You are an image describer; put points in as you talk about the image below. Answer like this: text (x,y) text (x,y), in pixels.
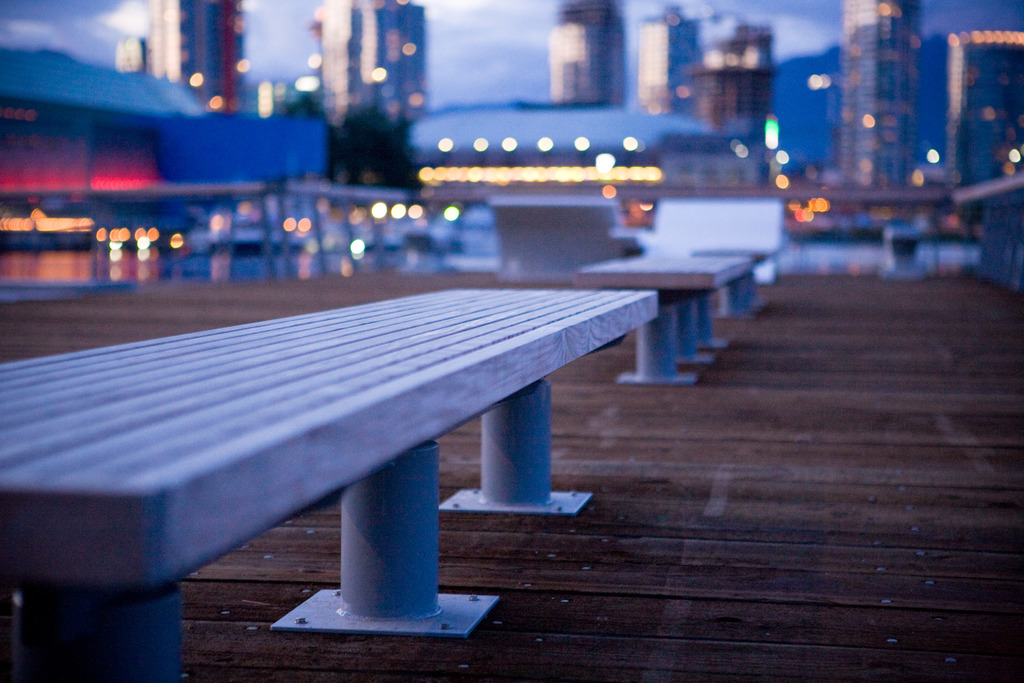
In this image I can see some benches (418,324) on the wooden surface (657,490). In the background (385,237) I can see many buildings (133,145), lights (485,179) and the sky (488,20). I can see the background (366,81) is blurred.
